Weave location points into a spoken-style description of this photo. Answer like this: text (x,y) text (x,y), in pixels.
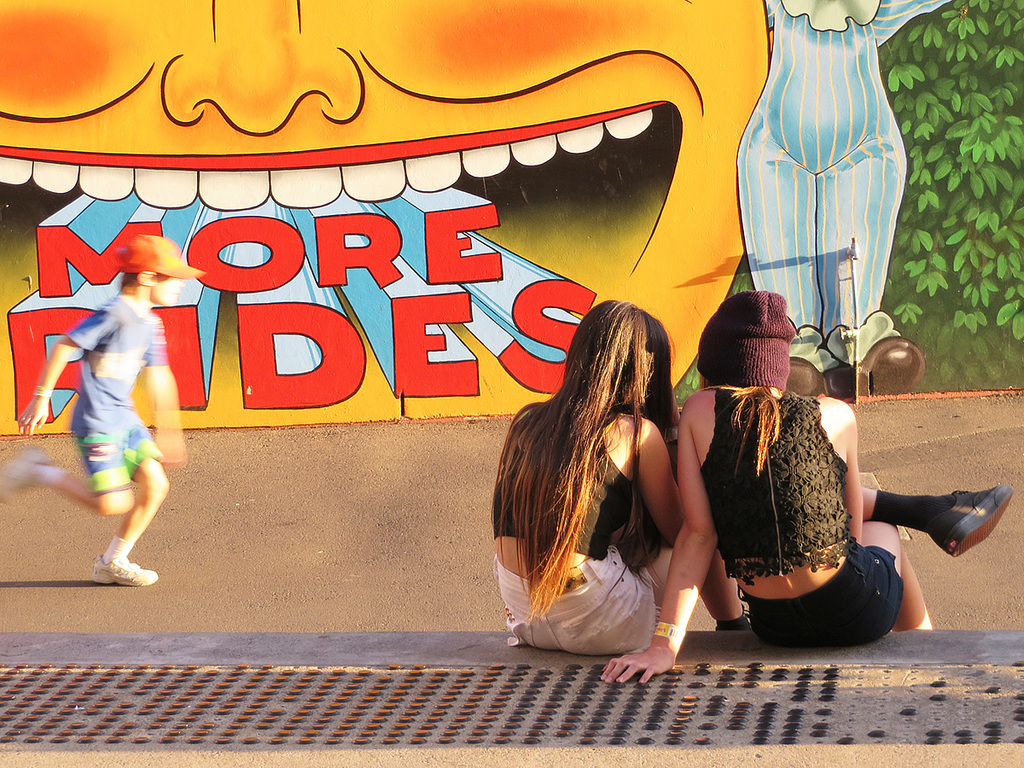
In the foreground of the picture (703,453) there are two women (711,499) sitting. On the left (110,381) there is a kid (109,452) running on the road (341,458). In the background (629,35) there is a wall (542,71) and it is painted with face (156,59), human body (845,160) and greenery (979,240).
